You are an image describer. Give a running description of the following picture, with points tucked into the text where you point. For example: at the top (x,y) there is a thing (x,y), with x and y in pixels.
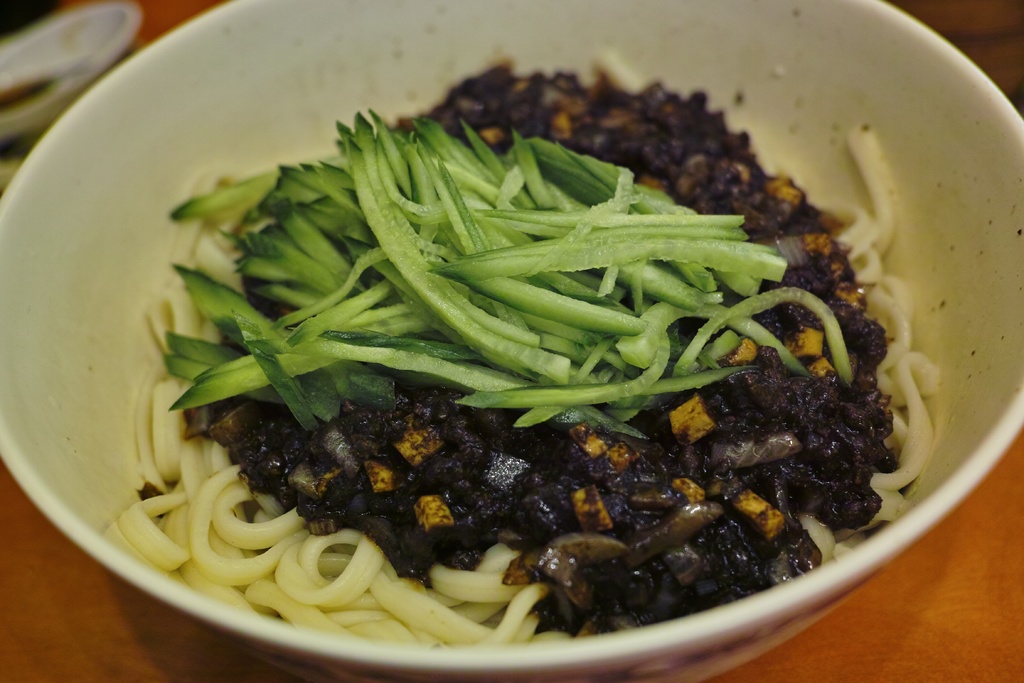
In this image we can see the food item (453,200) in the bowl (74,173) which is placed on a wooden surface (870,595).
